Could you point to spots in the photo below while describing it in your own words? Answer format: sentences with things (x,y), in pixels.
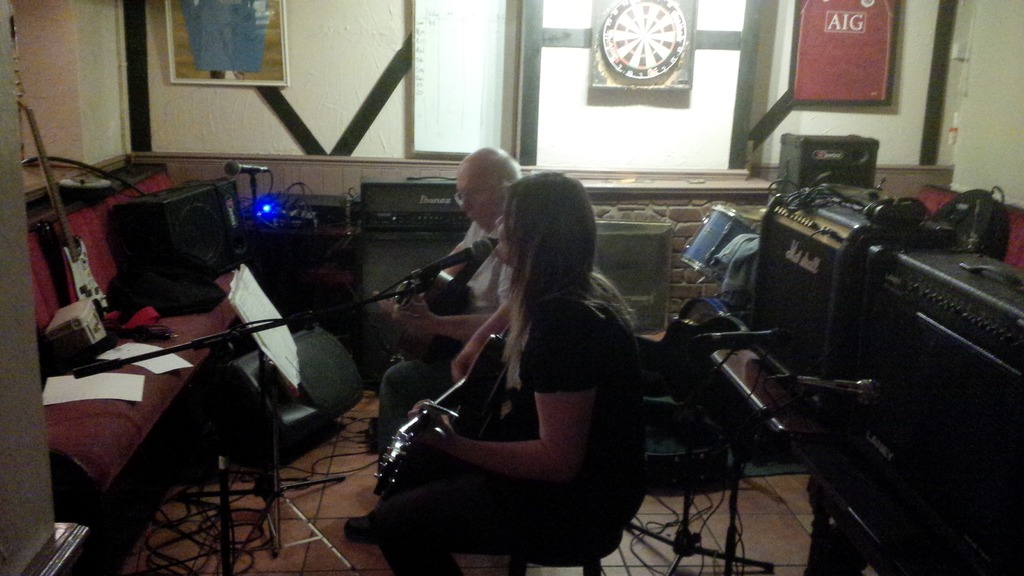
In this image we can see a man (492,205) and a woman (521,195) sitting on the chairs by holding musical instruments (441,408) in their hands (457,378). In the background (148,215) there are speakers (195,194), mics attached to the mic stands (236,332), cables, papers (138,388), musical instruments (99,306), sofa set (155,389), bags (938,238) and wall hangings (877,84) attached to the walls (345,76).
